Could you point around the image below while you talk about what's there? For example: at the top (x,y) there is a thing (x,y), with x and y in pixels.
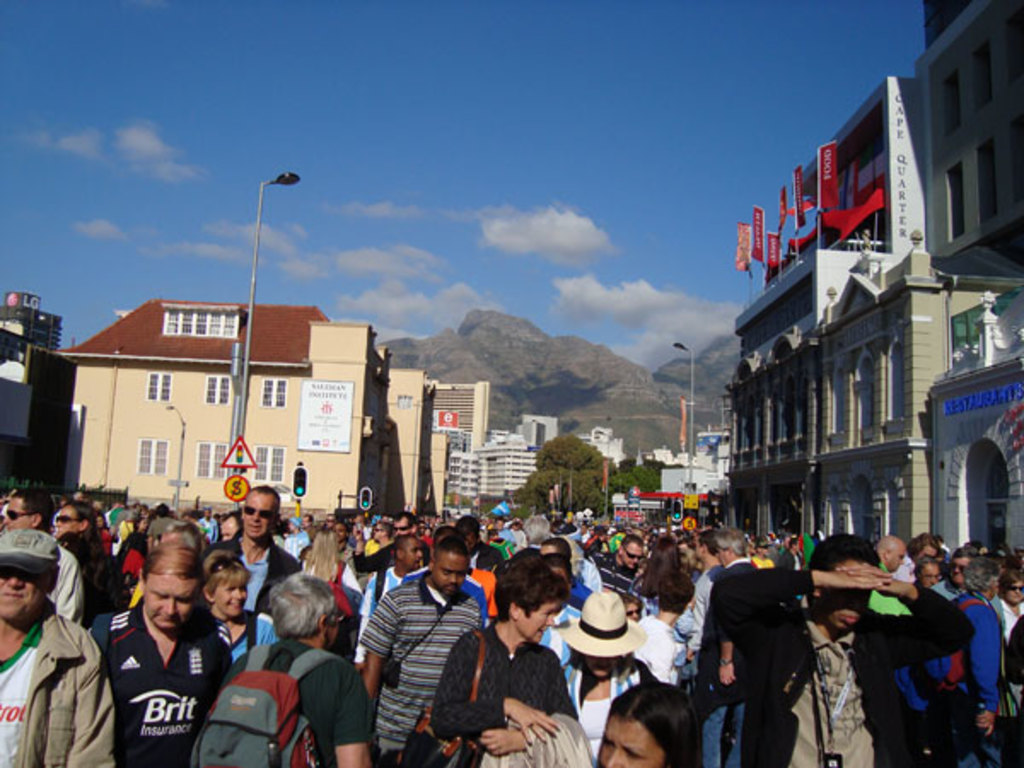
At the bottom of the image (368,566) there are people (423,574). In the background of the image (611,416) there are buildings (426,382), mountains (567,399), light poles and sky (632,112).
